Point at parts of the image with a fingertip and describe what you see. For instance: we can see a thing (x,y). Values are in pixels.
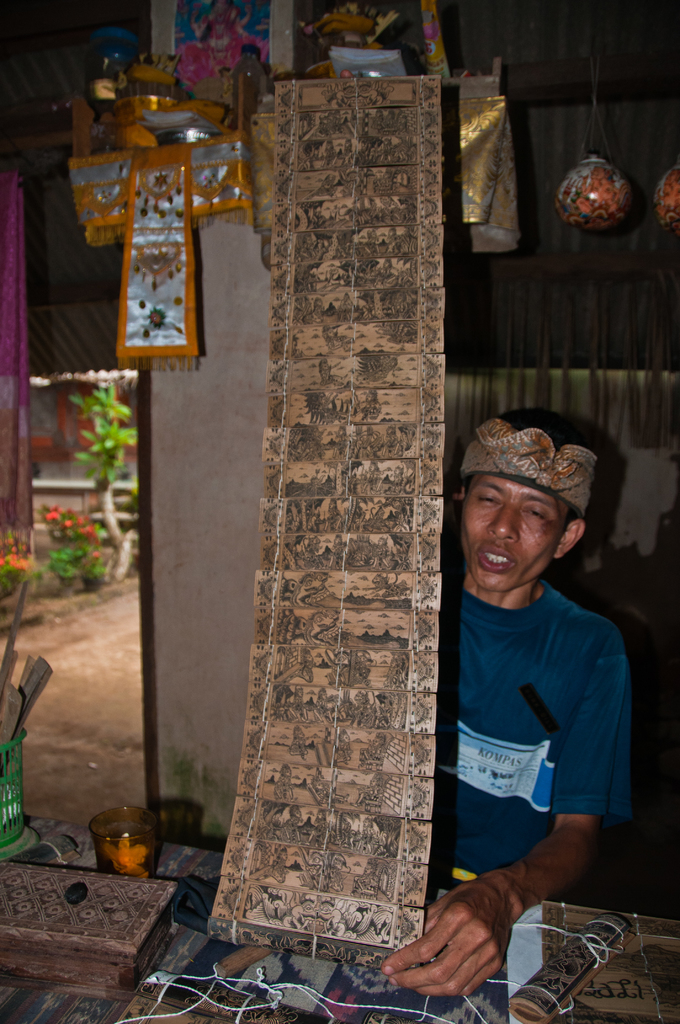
In the image there is a man (490,678) he is holding some craft item (314,522), beside that item (304,817) there are some other objects (189,976) kept on the table (210,952), behind the man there is a wall (233,473) and some other objects (184,141) and posters (234,27) are attached to the wall (284,25).
